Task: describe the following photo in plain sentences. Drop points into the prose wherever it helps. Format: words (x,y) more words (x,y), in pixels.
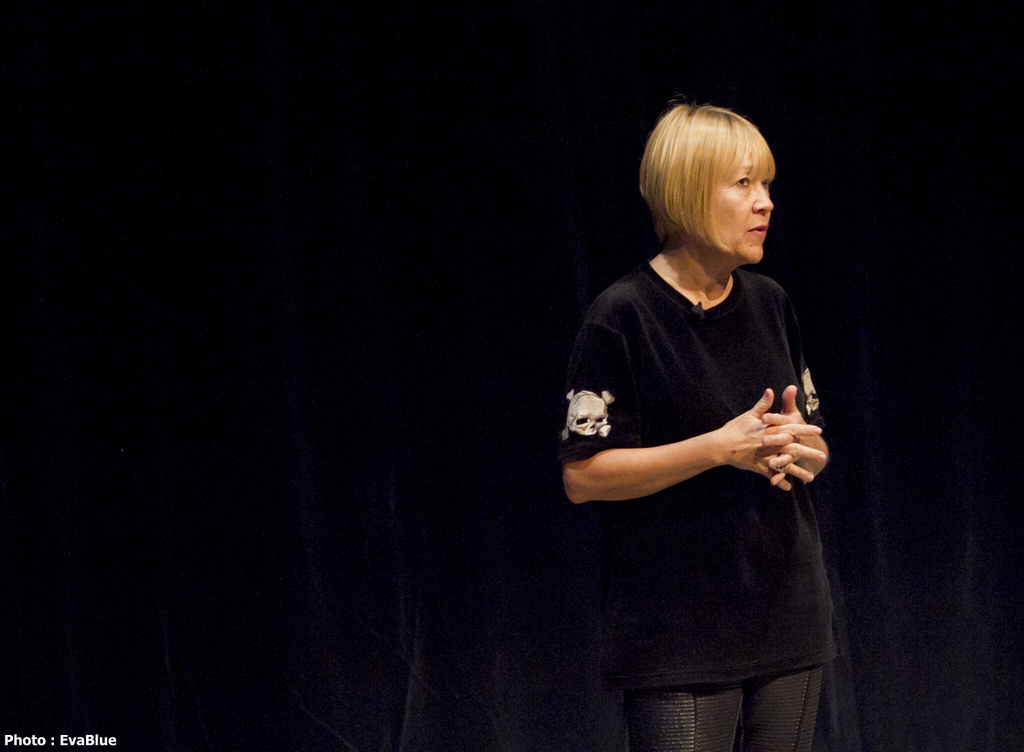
In the image a woman (784,734) is standing.
